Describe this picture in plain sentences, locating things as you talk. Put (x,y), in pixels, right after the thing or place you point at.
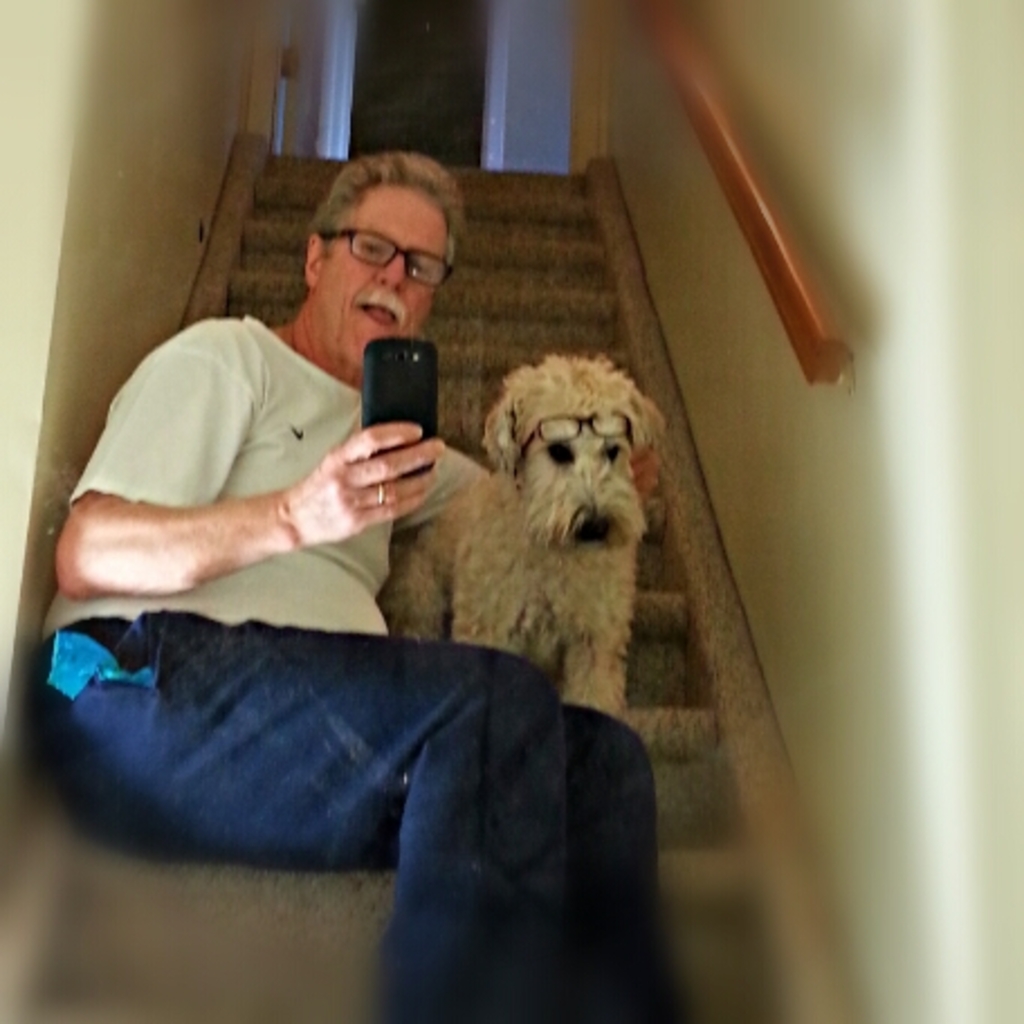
In this image there is one person (357,689) who is sitting and he is holding a mobile (388,416), beside him there is one dog (511,537). And in the background (714,637) there is a staircase (710,679), on the right side (769,621) and left side (221,101) there is wall (16,302) and in the background (400,79) there is a door (412,71) and some object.
